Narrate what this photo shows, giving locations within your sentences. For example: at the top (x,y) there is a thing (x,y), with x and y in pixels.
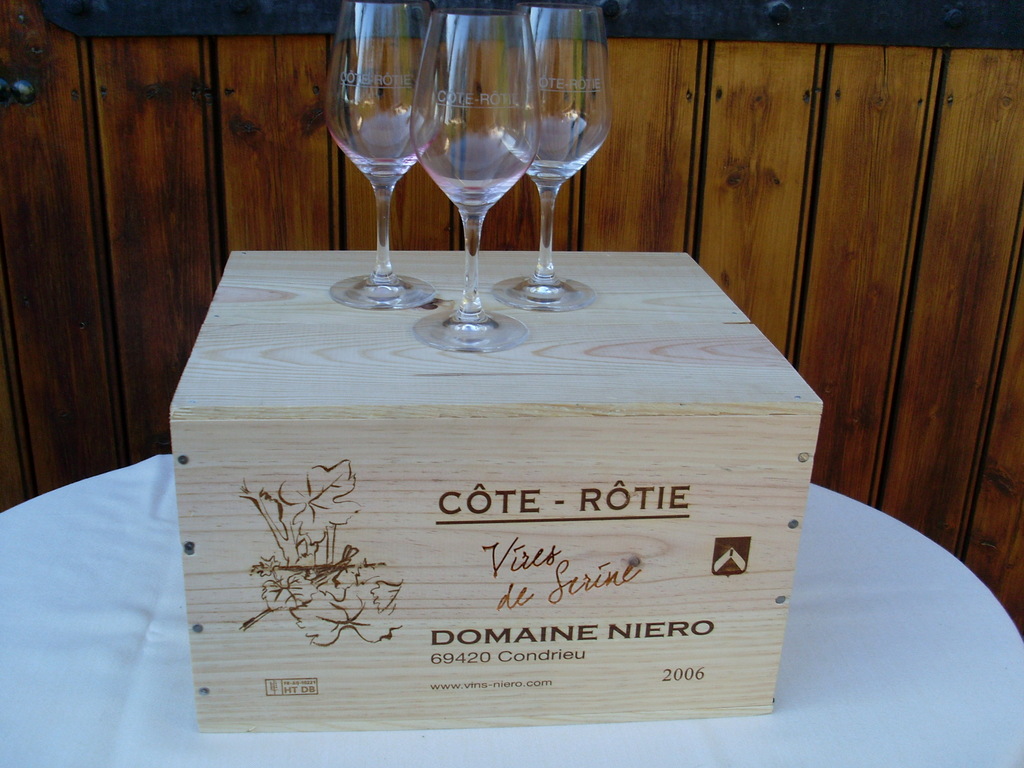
In this image we can see a white surface (672,765). On that there is a wooden box (410,460) with text (517,599) and drawing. On the box (360,423) there are three glasses (507,137). In the background (737,144) there is a wooden wall (124,186).
